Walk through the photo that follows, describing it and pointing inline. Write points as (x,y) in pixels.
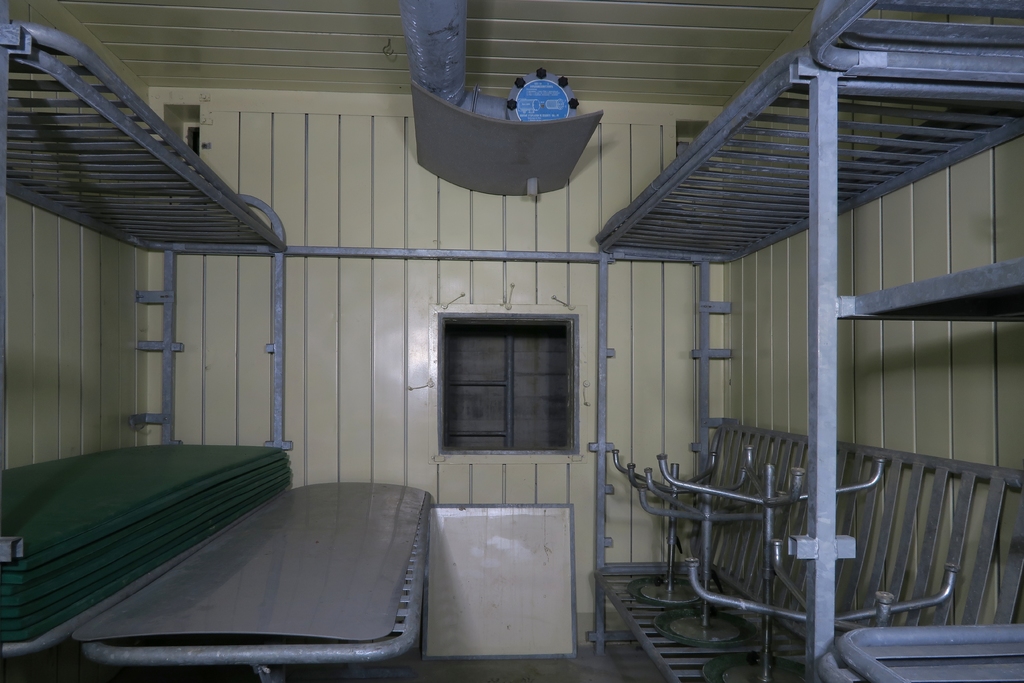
In the picture we can see the attached berths (936,662).
